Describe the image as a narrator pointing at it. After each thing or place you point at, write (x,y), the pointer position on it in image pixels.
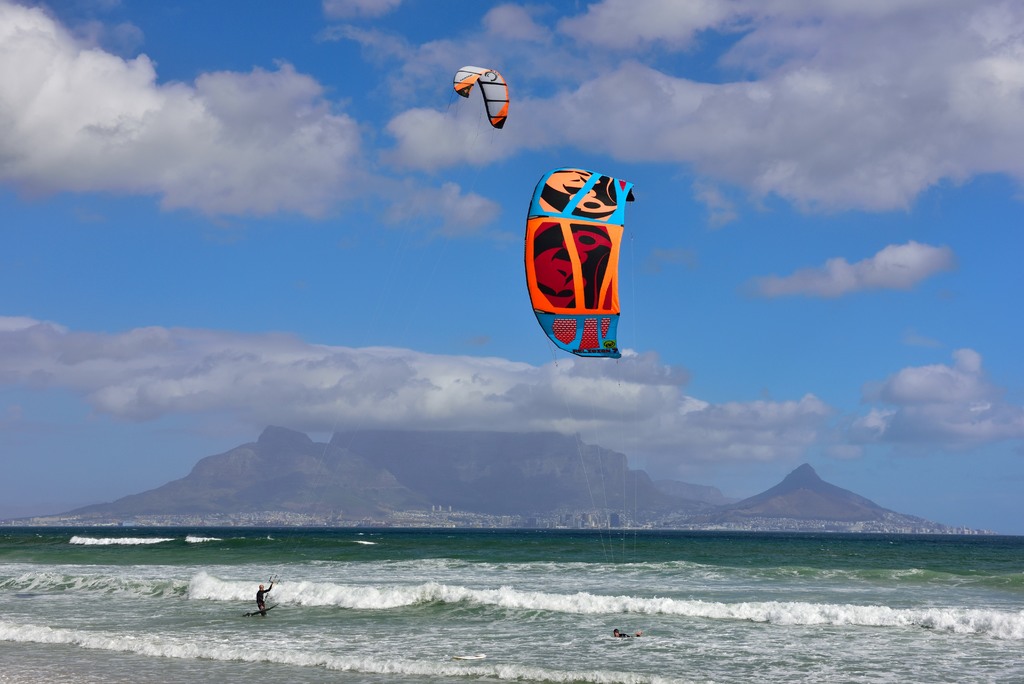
In this picture I can see there are two persons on the water (521,588), they are having kites (556,223), there is an ocean (537,642) and there is a mountain (489,470) in the backdrop (345,456) and the sky (304,255) is cloudy.
